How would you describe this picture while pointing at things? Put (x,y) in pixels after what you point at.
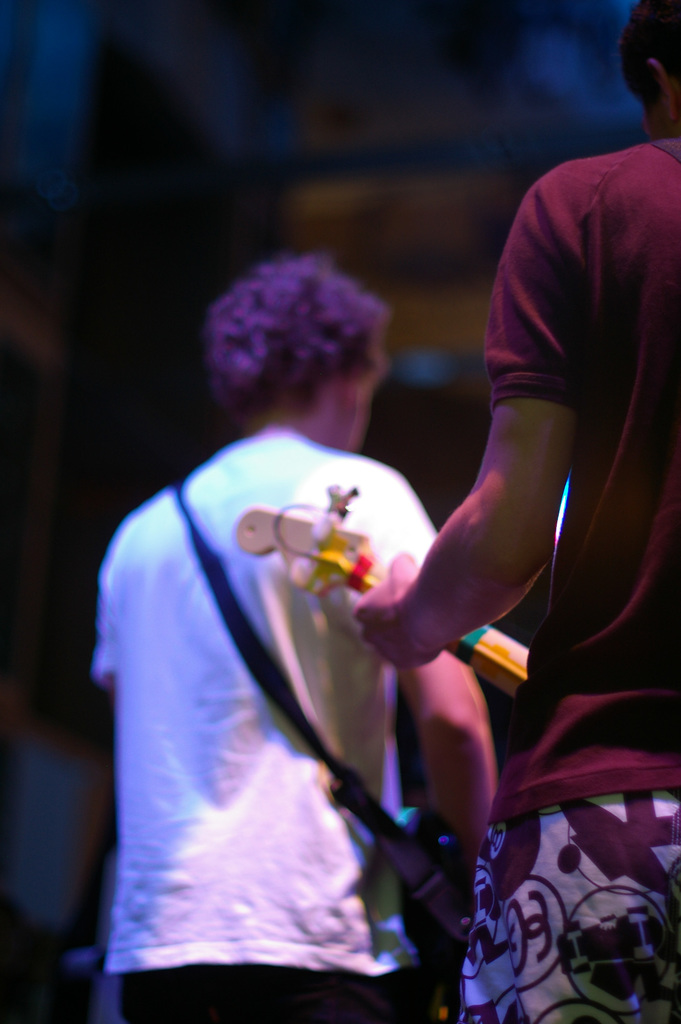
As we can see in the image there are two people (246,587). The man (623,483) over here is holding a guitar (353,497). The background (55,626) is dark.
